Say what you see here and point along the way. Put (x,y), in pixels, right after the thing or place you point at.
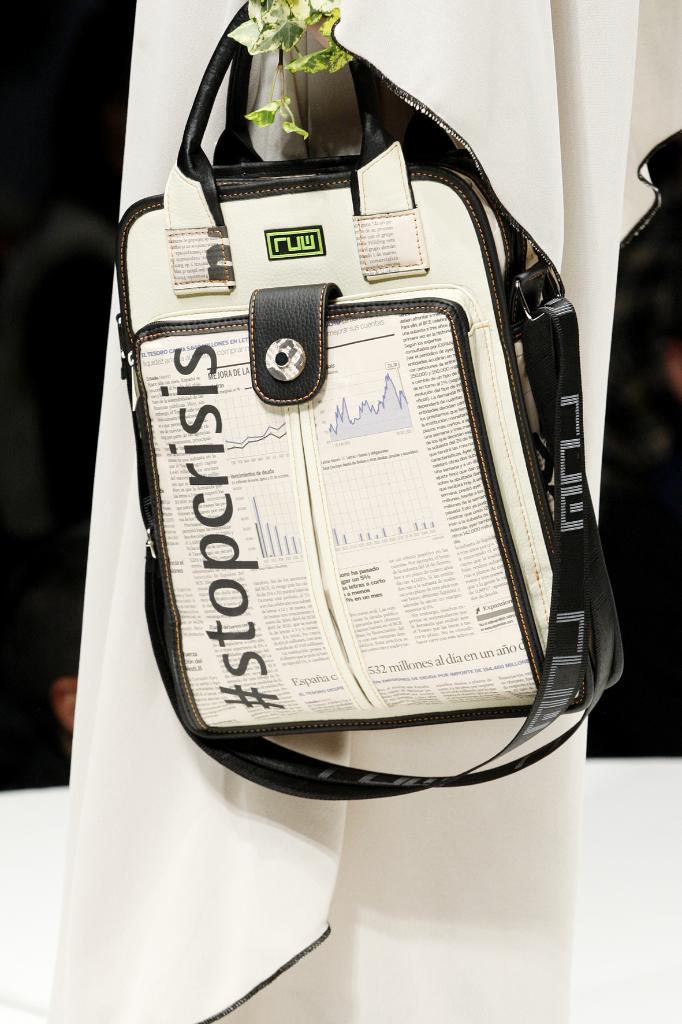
In the image there is a bag (359,306) which is in cream colored and labelled as stop crisis. In background (463,66) we can see a white color cloth (445,88) and some leaves (282,29).
